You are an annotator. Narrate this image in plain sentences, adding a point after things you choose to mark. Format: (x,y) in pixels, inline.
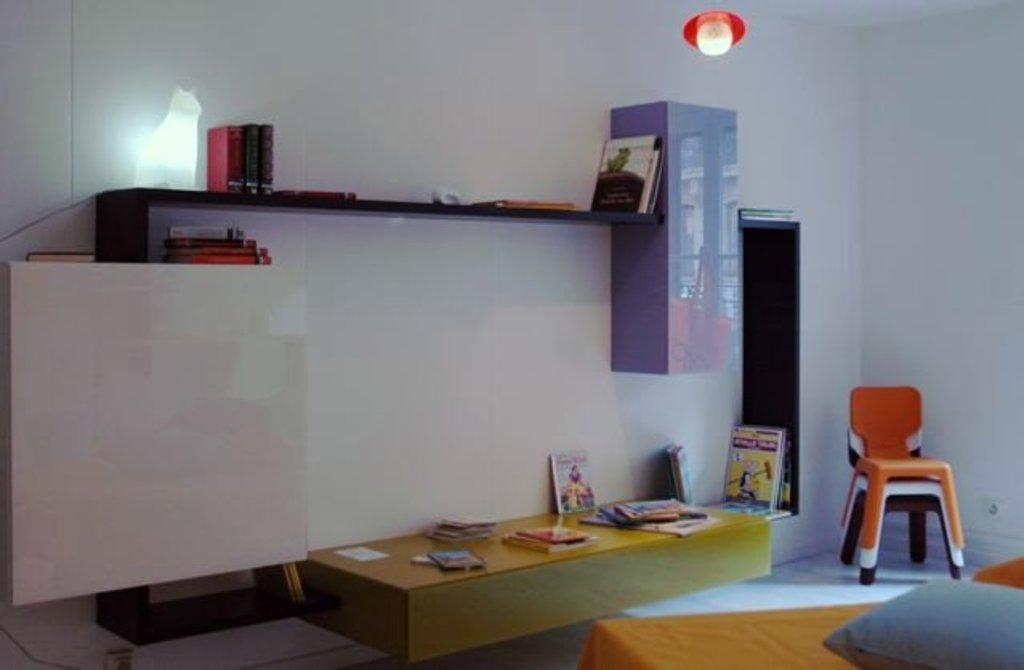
In this image we can see a pillow (935,638), chairs (894,440), cloth (659,644), books (187,233), rack (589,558), table (431,646), and few objects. In the background (389,123) we can see wall (826,117) and a light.
